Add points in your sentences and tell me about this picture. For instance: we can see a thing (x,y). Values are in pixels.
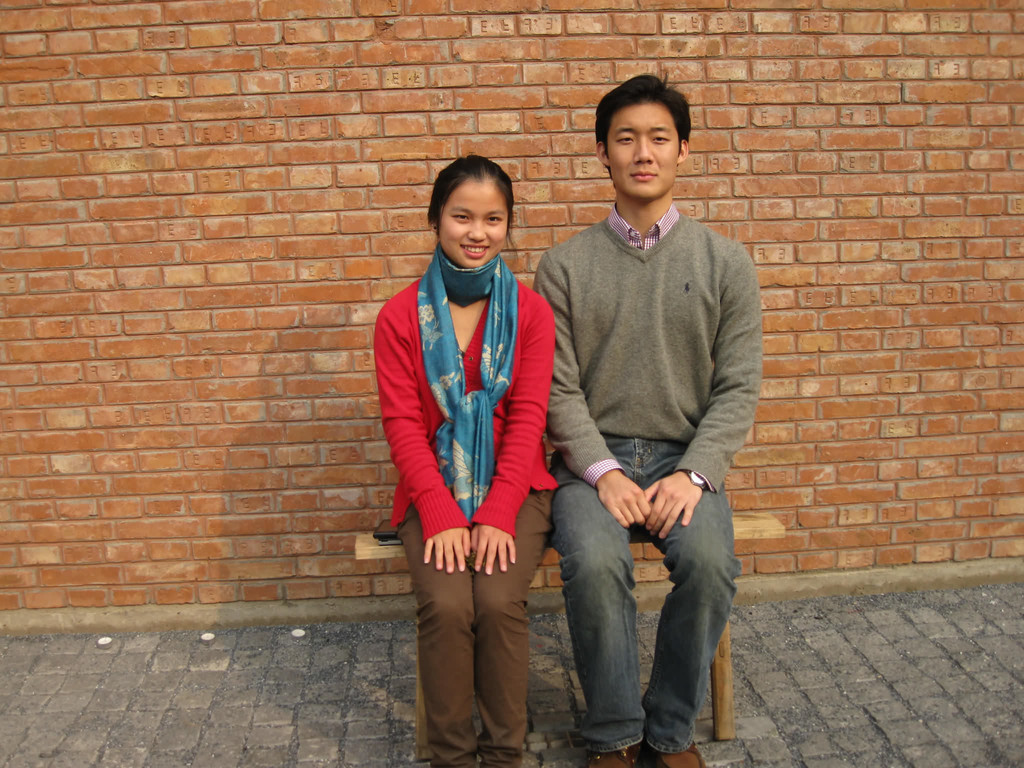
In this picture, there is a man (610,557) and woman (450,648) sitting on the bench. Woman (452,532) is wearing a red jacket (437,417) and blue scarf (504,389). He is wearing a grey sweater (648,337) and a pink shirt (656,226). In the background (292,66), there is a brick wall (793,289).
